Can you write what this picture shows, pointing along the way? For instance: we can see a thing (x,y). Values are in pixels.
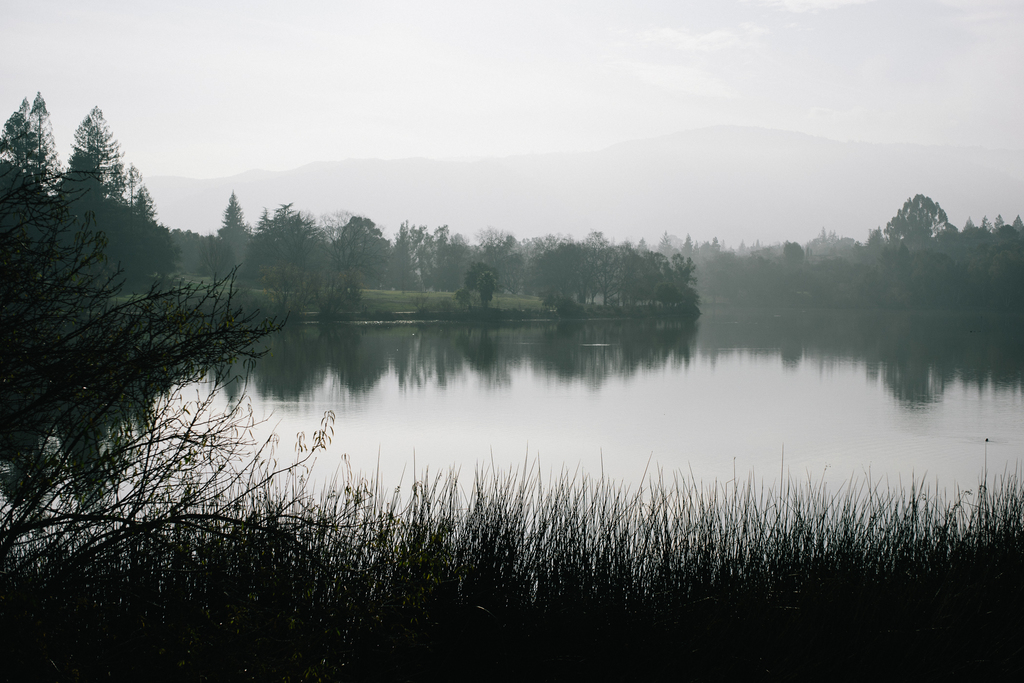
In the background of the image (625,264) there are trees (461,256). In the center of the image (512,358) there is water (330,451). At the bottom of the image (396,563) there is grass (362,569). At the top of the image (361,98) there is sky (367,130).
